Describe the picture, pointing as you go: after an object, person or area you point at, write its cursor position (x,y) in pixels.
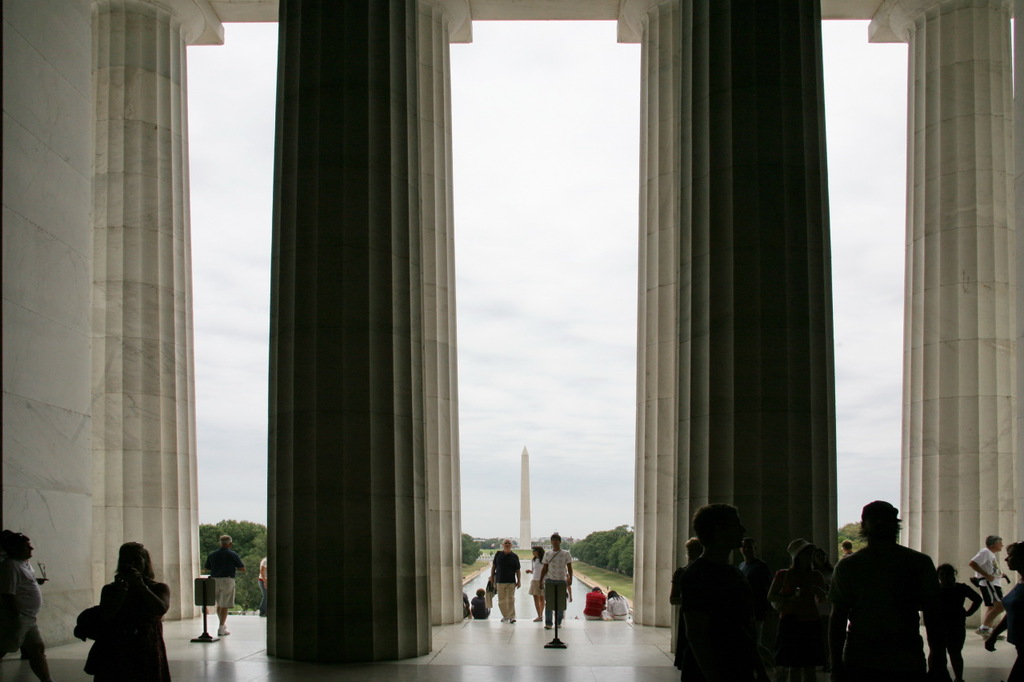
At the bottom (853,623) there are many people (869,643) on the floor (553,659). Here I can see four pillars (364,371). In the background (611,539) there are some trees (596,544) and a tower (528,506). At the top of the image (505,147) I can see the sky (581,238).
